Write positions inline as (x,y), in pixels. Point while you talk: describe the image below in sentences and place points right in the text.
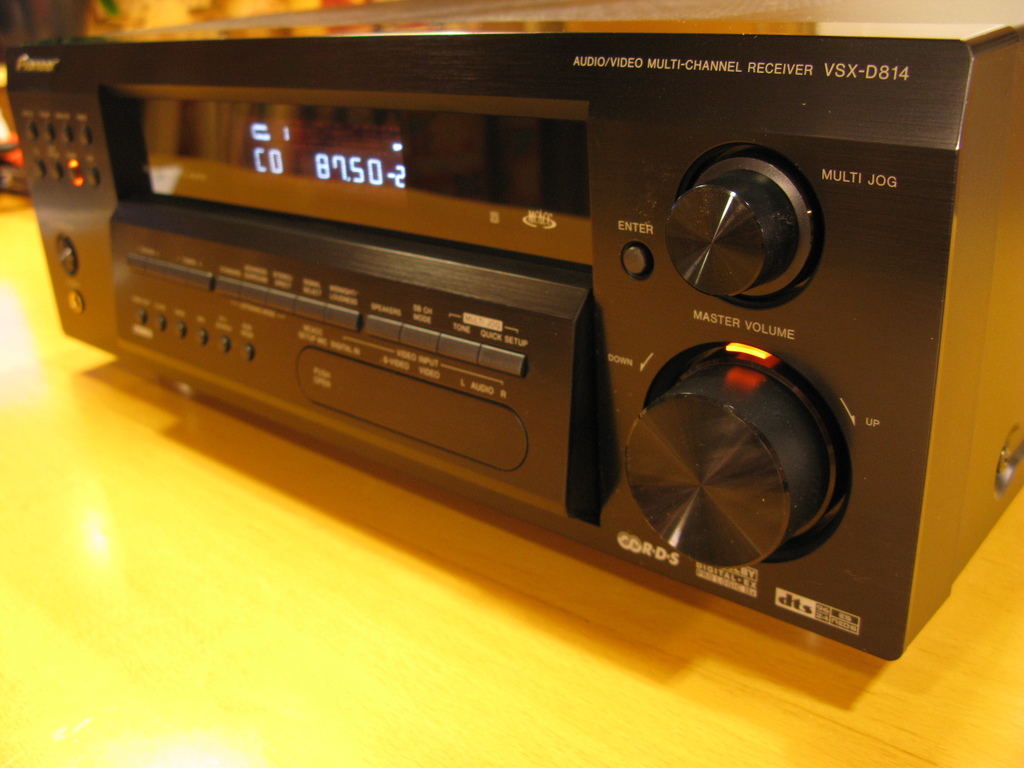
In this picture I can see there is a music player (362,138), it has a display screen (439,186), few buttons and it is placed on a wooden table (336,565).
